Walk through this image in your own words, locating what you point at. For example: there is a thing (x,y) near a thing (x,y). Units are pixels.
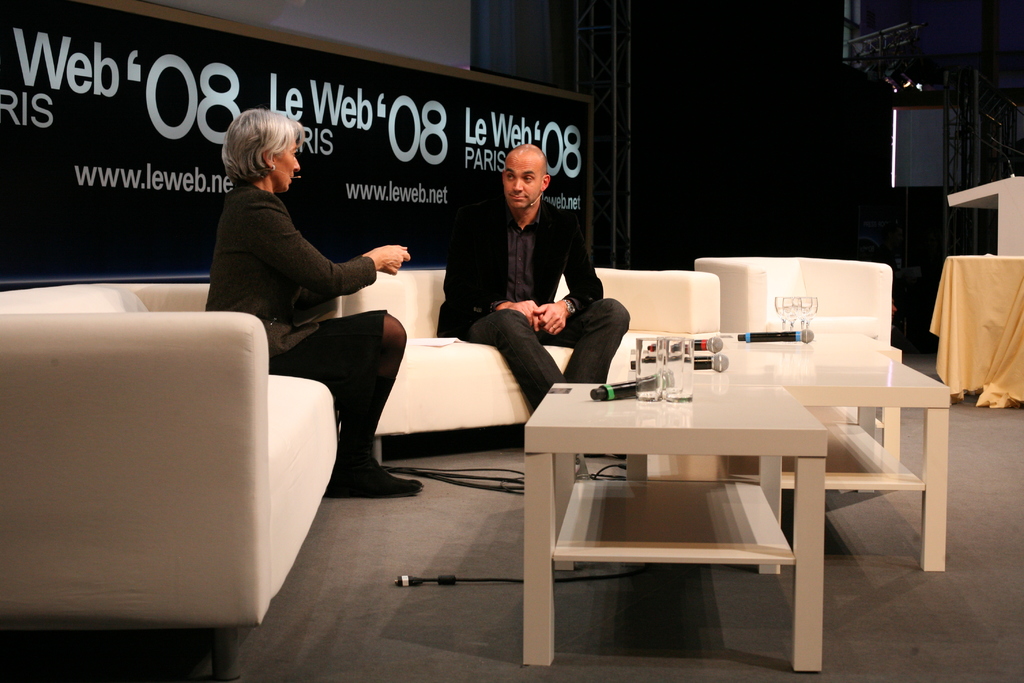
In this image there are two people (317,272) who are sitting on the sofa (454,407). In front of them there is a table (743,433) on which there are mics (721,349) and two glasses (666,365). At the back side (513,106) there is a hoarding (411,117) on which some words (343,107) are written. To the right side (960,326) there is a curtain (955,309). At the back side (631,53) there is a stand (621,69).
